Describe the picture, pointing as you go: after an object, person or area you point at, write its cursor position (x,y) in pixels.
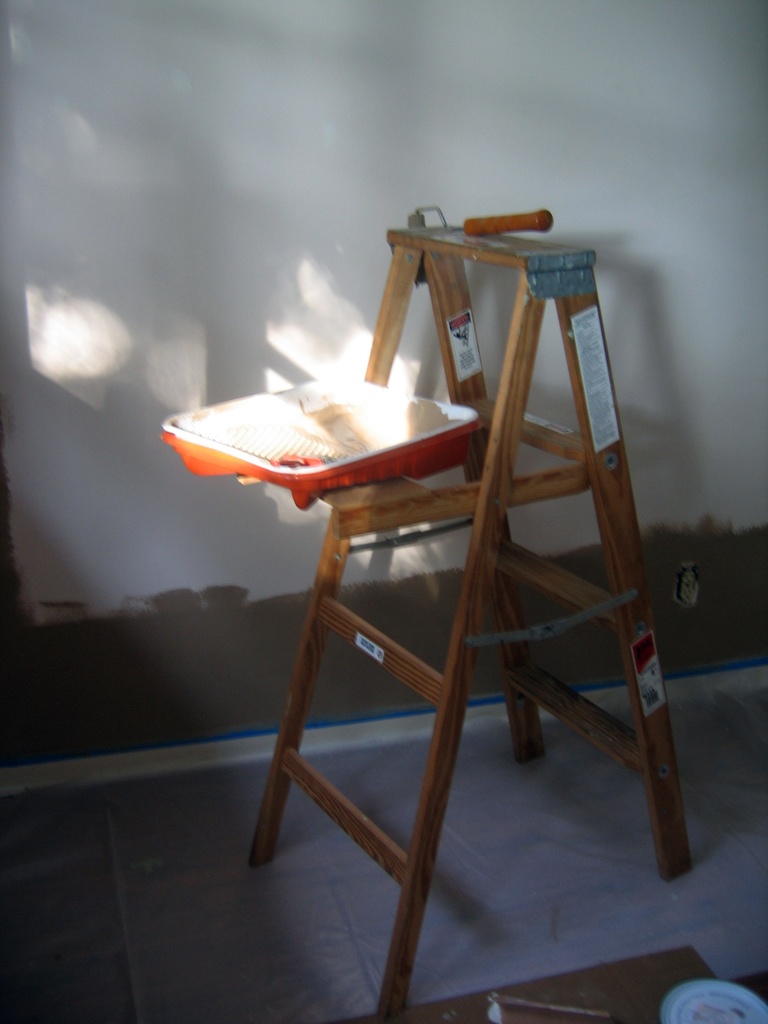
This image is taken indoors. In the background (326,242) there is a wall (204,246). At the bottom of the image (228,941) there is a floor (287,933) and there are a few things (602,990) on the floor (561,947). In the middle of the image (480,478) there is a wooden ladder (492,605) and there is a tray (281,452) on the ladder (474,441).
